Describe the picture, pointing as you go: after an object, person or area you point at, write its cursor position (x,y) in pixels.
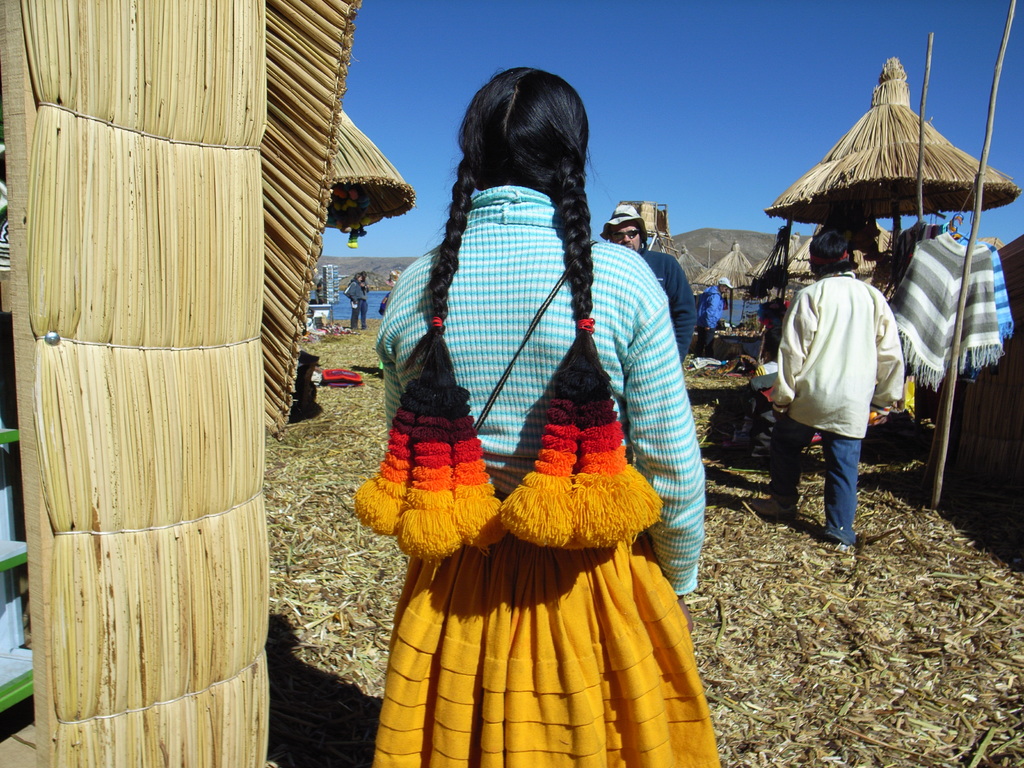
In this picture I can see there is a girl (686,639) standing here and she is wearing a shirt (479,369) and a skirt (587,659). She is also wearing hangings (394,509) to her hair (578,228) and there is a wall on to left side (121,16) and there are few people (354,307) in the backdrop (629,225), there is a man (629,225) wearing goggles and a hat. In the backdrop (383,264) there is a mountain (403,260) and the sky (829,100) is clear.
